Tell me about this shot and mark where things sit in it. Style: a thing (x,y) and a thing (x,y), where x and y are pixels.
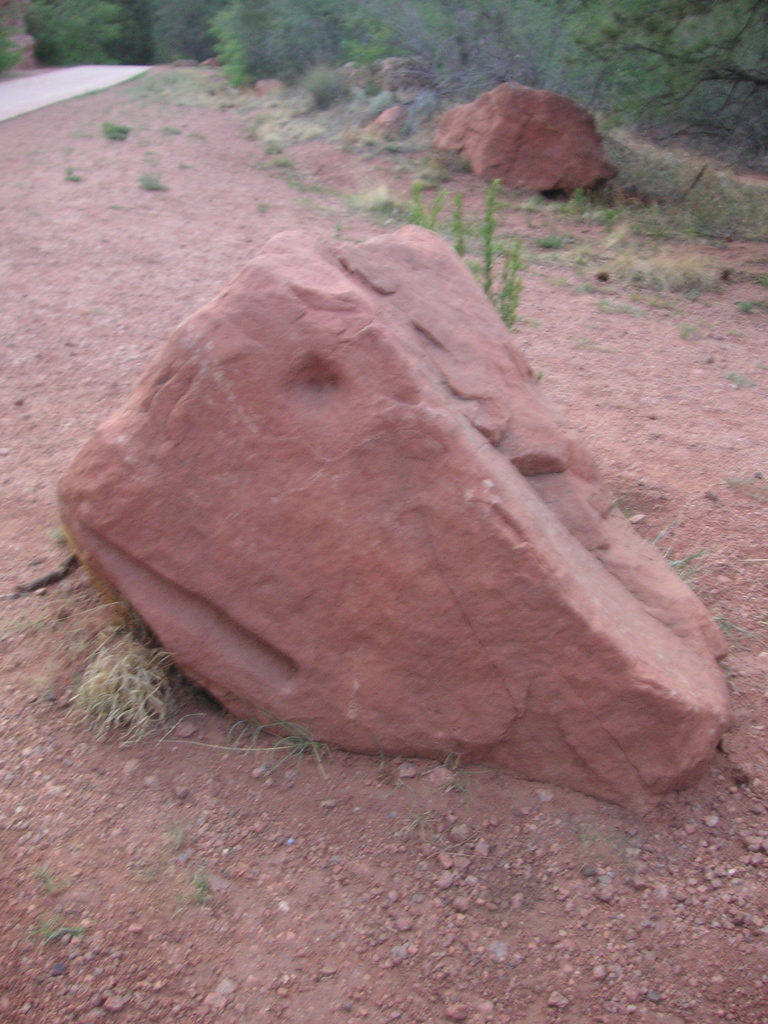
This is an outside view. Here I can see two rocks (412,256) on the ground (178,305) and also there are some plants (333,136). In the top left (43,93) there is a road (43,88). In the background (323,57) there are many trees (323,57).
